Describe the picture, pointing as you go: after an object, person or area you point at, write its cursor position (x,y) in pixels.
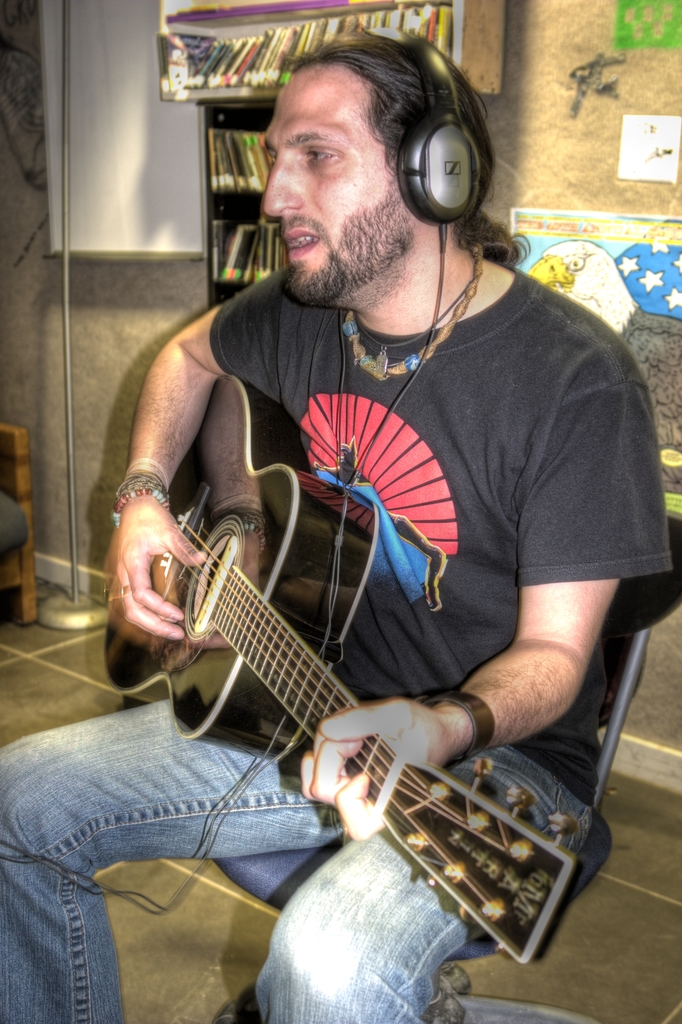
In this picture a black shirt guy (501,407) is playing a guitar (272,670) and wearing a headphones (446,209). In the background (257,206) we observe many books (196,49) kept in a shelf (240,211) and there is a white board (126,80) to the left of it. There are also few posters (631,243) attached to the wall (594,45).
